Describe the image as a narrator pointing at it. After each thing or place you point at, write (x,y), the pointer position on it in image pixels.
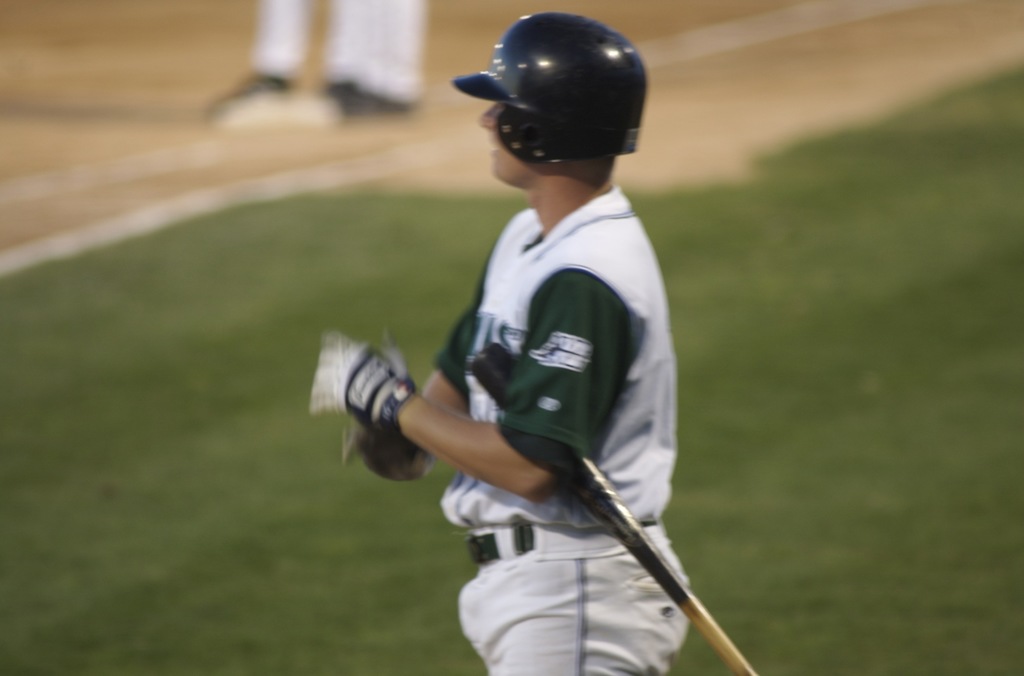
A person (572,379) is standing in the ground (55,494) wearing a black helmet (603,79), white dress (599,563), gloves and a bat (663,574).
